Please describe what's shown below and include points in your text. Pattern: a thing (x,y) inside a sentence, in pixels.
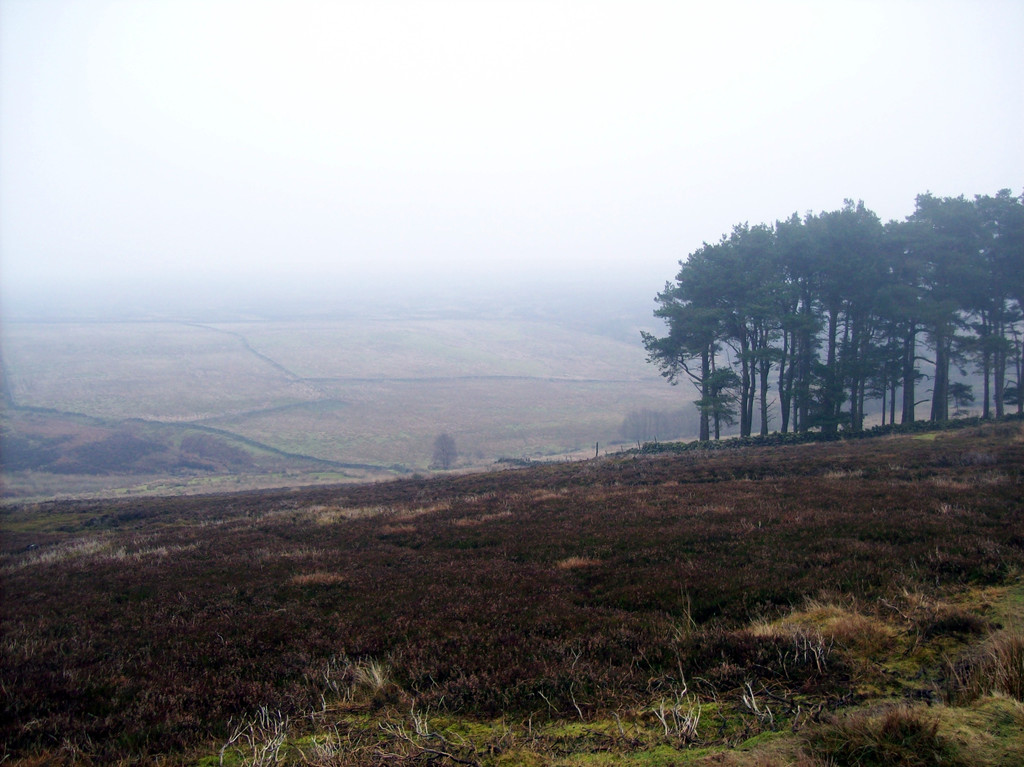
This image consists of grass (729,496), plants (575,617), trees (701,424), mountains (628,392), fog (617,170), farms (326,398) and the sky (650,101). This image is taken may be during a day.
